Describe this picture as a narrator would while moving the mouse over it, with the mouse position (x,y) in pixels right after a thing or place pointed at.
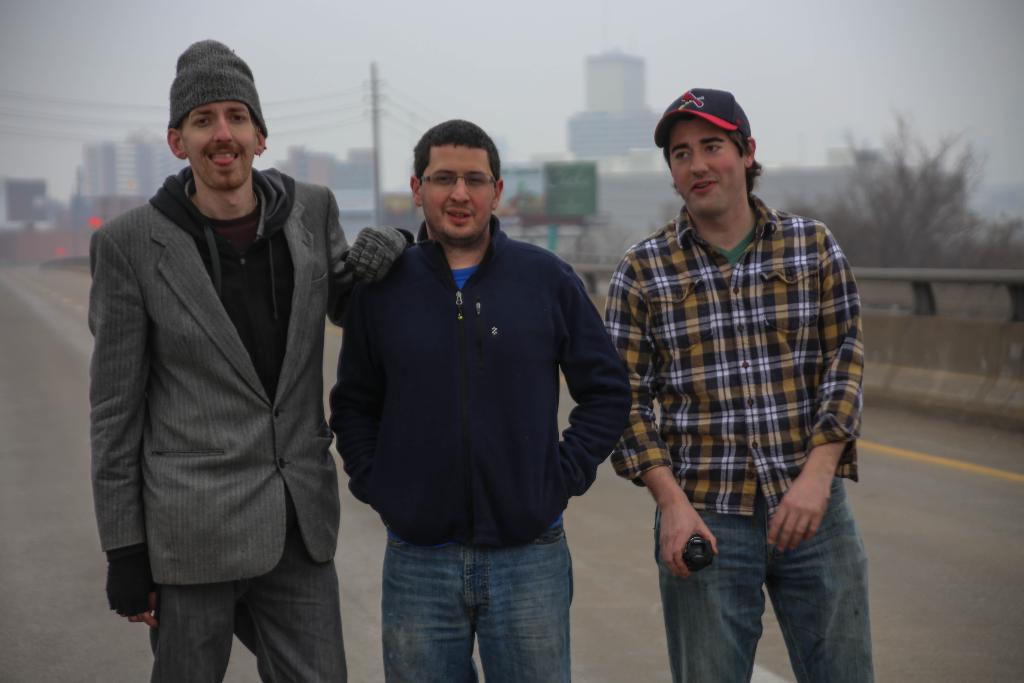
In the center of the image (469,327) there are three persons (226,649) standing on the road (909,513). in the background of the image (374,105) there are buildings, electric poles (377,148), trees (913,202) and sky (684,57).
